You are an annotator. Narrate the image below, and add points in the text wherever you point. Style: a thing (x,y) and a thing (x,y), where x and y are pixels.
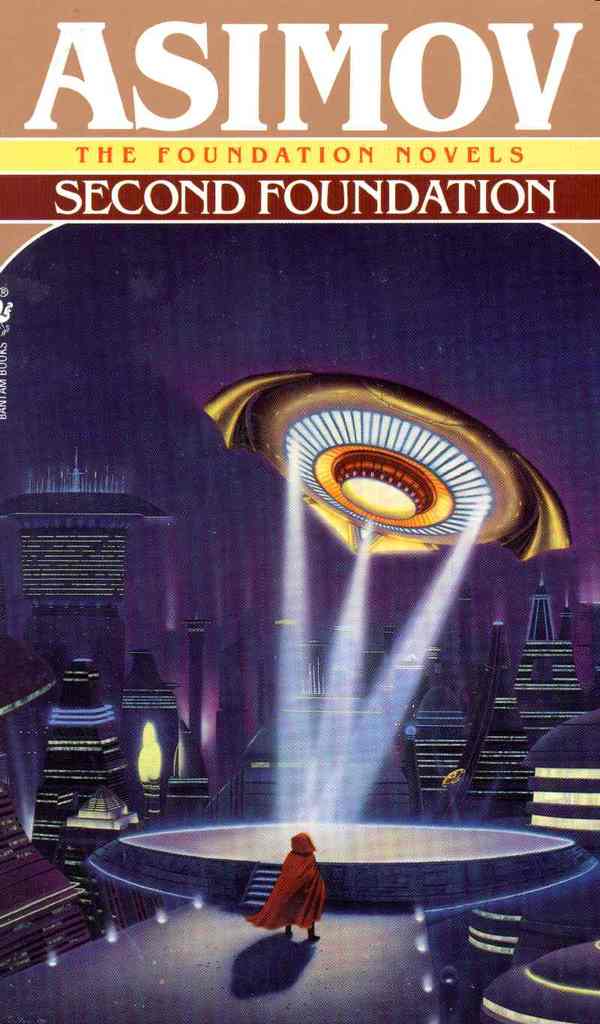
It is the cover page of a novel, a person (307,876) is standing in front of the dais (373,884) and there is a spaceship (419,476) above the person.
